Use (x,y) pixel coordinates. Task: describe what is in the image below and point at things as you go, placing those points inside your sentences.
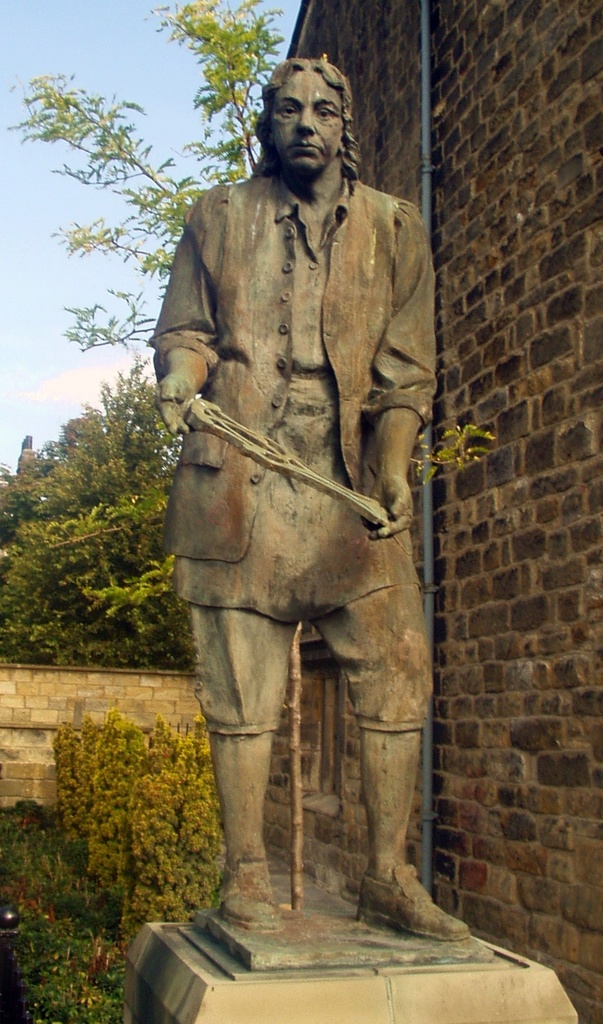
In this image I can see sculpture of a person (348,687) in the front (355,624) and behind it I can see few plants (139,792), a building (535,279) and few trees (157,449). I can also see the sky (78,180) in the background (145,53).
